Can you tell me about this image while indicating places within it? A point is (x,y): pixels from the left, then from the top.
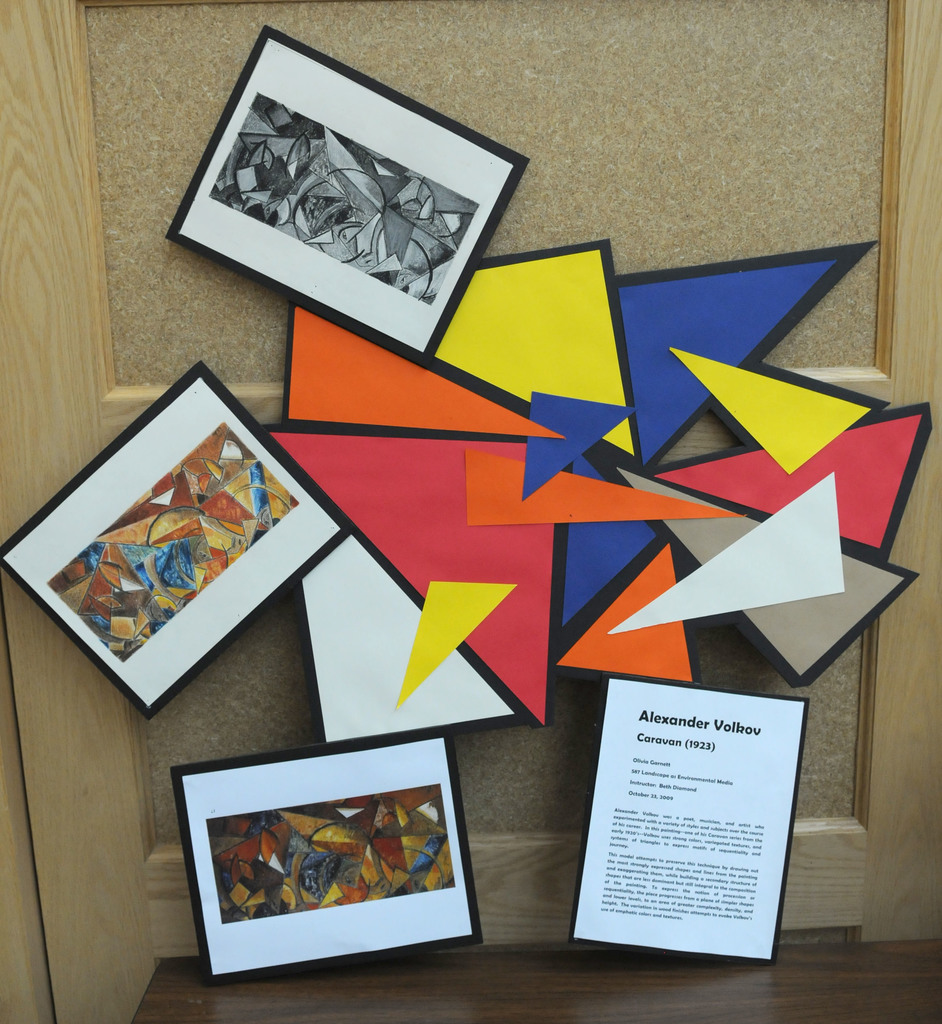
In this image we can see a wall (532,742) with photo frames (248,239). Also there are other objects (625,444).
